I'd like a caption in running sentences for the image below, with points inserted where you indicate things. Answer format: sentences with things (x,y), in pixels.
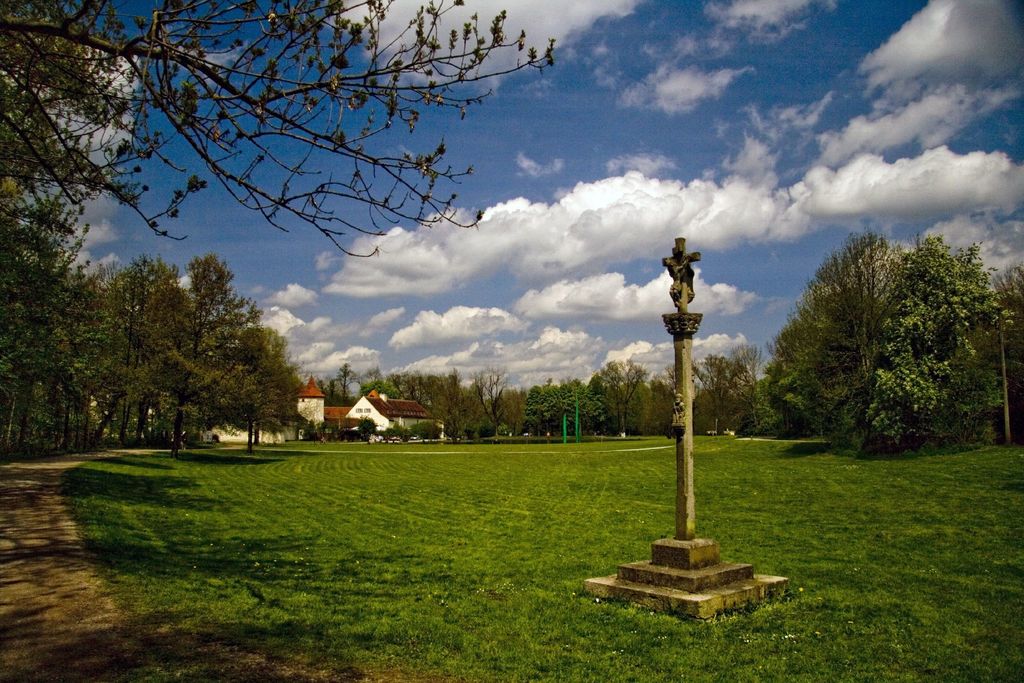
In this picture we can see few trees (248,406), grass (753,480) and a pole (695,324), in the background (317,396) we can see few houses (346,411) and clouds (501,317).
